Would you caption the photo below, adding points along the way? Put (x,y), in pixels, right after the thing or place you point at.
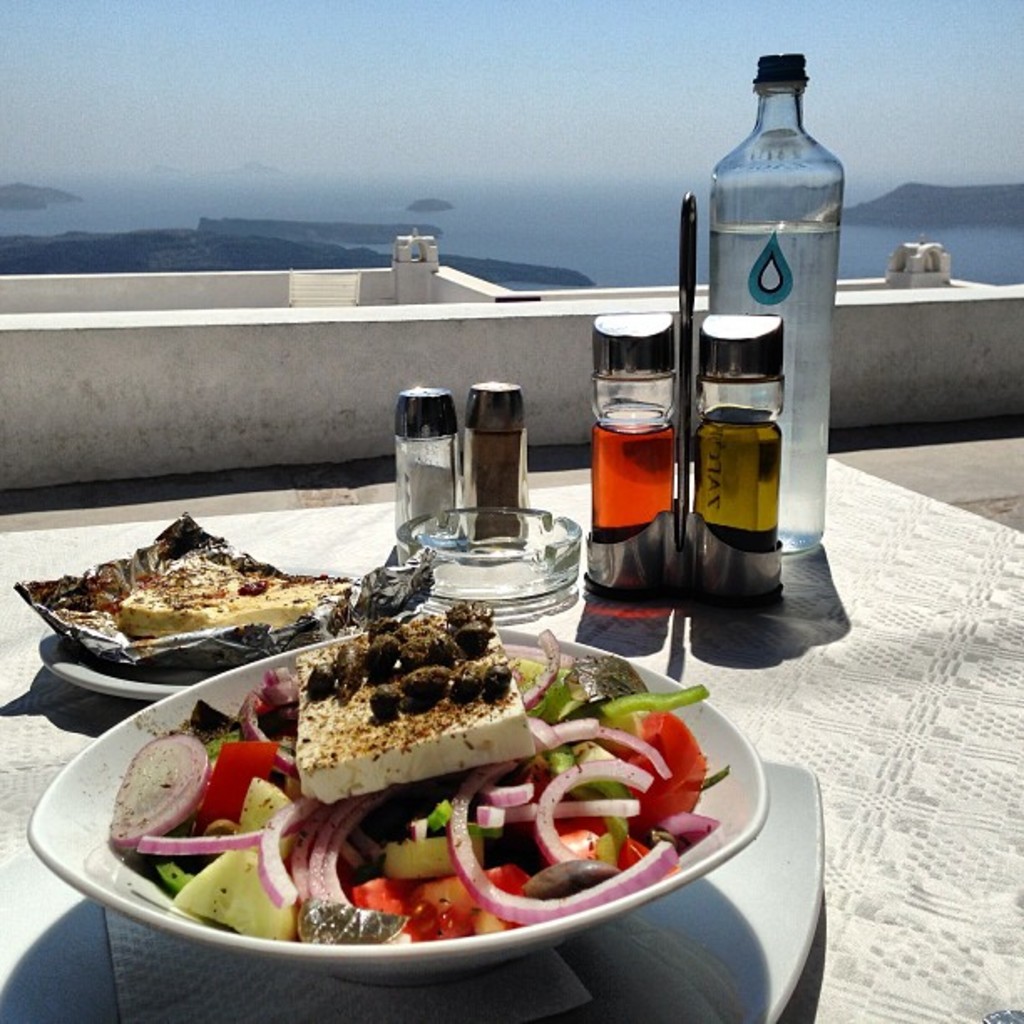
In this image we can see plate (235,940) with food (363,796), ashtray (505,534) and bottles (772,315) on the table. In the background (220,188) we can see water (489,185), mountains (106,247) and sky (537,167).
